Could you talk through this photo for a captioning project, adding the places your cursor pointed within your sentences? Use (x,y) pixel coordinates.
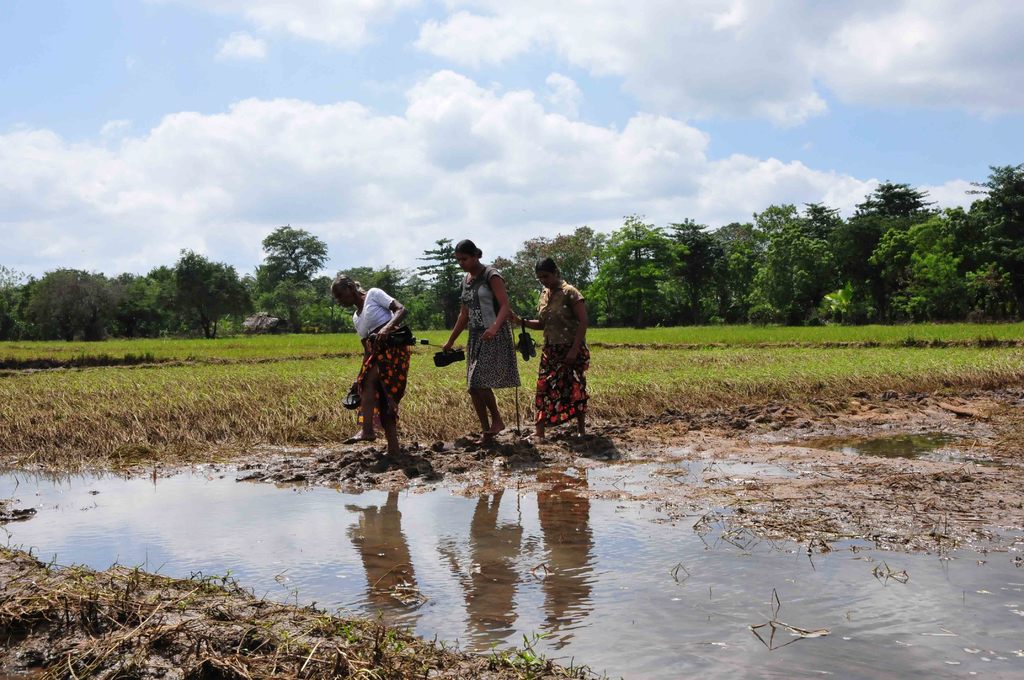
Here we can see three women (393,378) carrying foot wear (449,360) in their hand (451,347) and here we can see water (549,585). In the background (410,253) there are trees (189,272) and clouds (450,170) in the sky (340,129).
